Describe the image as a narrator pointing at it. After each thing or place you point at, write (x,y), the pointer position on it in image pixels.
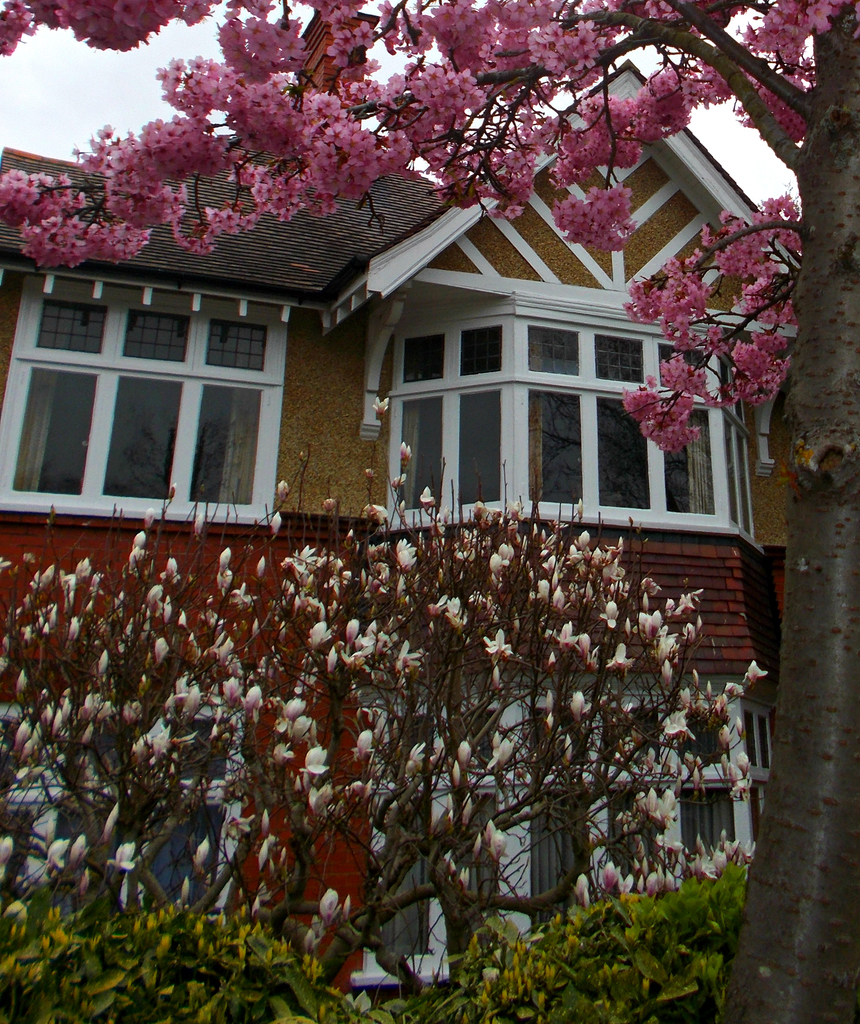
In this image there is a building (346,536), in front of the building (483,464) there are trees (308,591), plants (462,598) and flowers (294,178). In the background (153,104) there is the sky (128,112).
